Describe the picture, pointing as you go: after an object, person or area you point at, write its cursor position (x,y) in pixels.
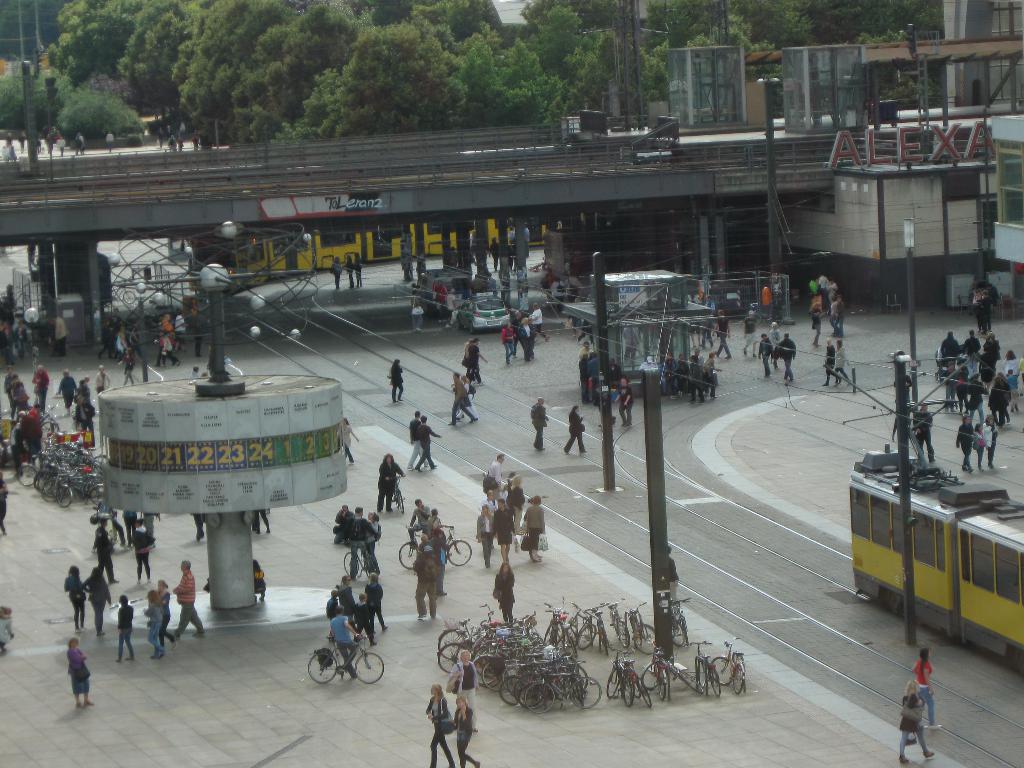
In this image we can see a few people (73,682), some of them are riding on the bicycles (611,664), there are poles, trains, a vehicle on the road (1017,422), there are buildings (917,198), rooftops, also we can see trees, and board (288,484) with text (118,452) on it.
